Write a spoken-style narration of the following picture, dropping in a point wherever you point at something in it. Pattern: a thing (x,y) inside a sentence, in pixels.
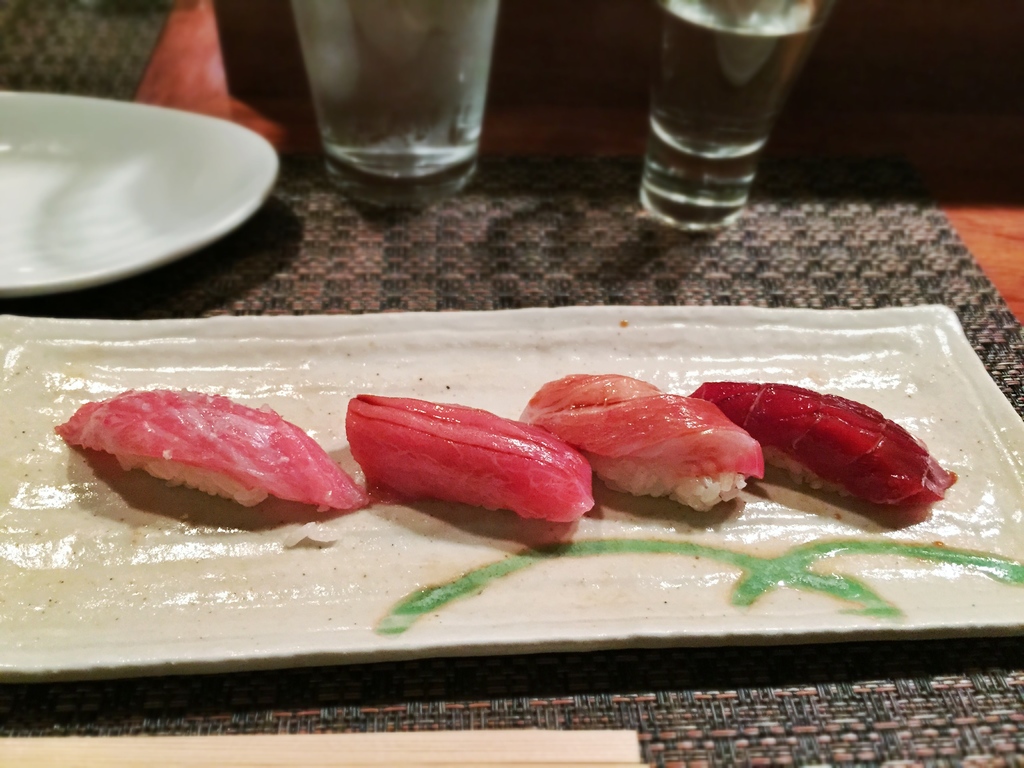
In this image we can see the food items (206,424) on the plate (560,325). We can also see two glasses (379,57) of water (419,125) and an empty plate (241,186) on the table mat (698,690).
